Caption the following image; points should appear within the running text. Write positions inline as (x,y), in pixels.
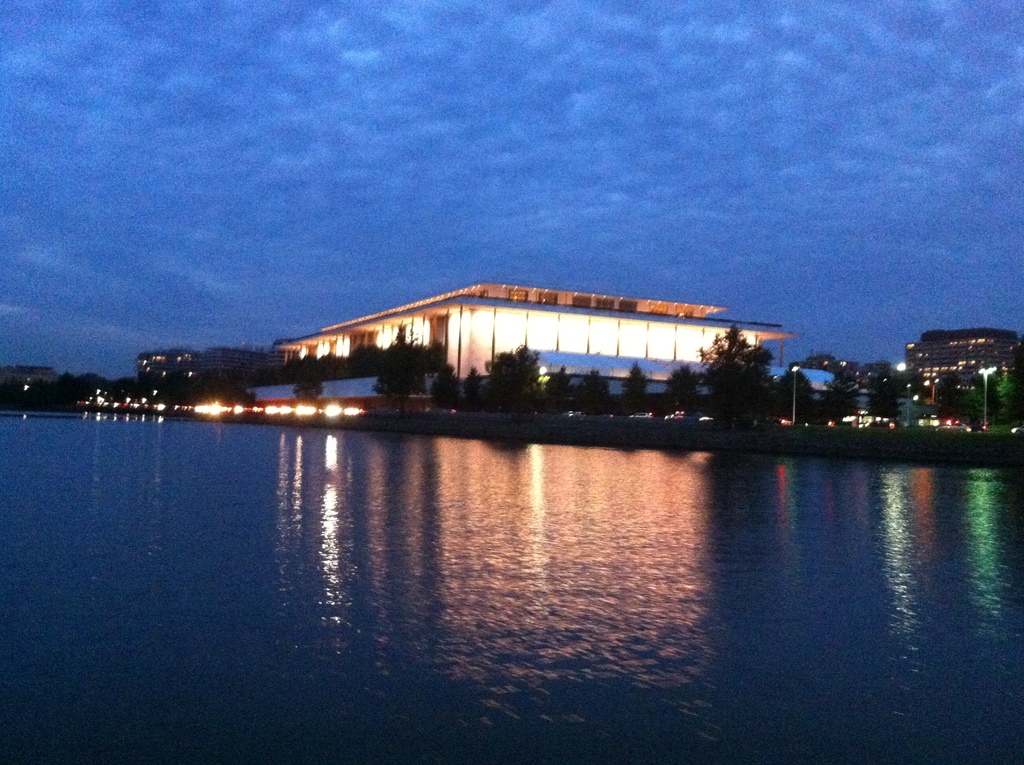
In this image I can see trees (775,391), lights (667,418) and buildings (823,388). In the background (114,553) I can see the water (152,502) and the sky (212,277).
